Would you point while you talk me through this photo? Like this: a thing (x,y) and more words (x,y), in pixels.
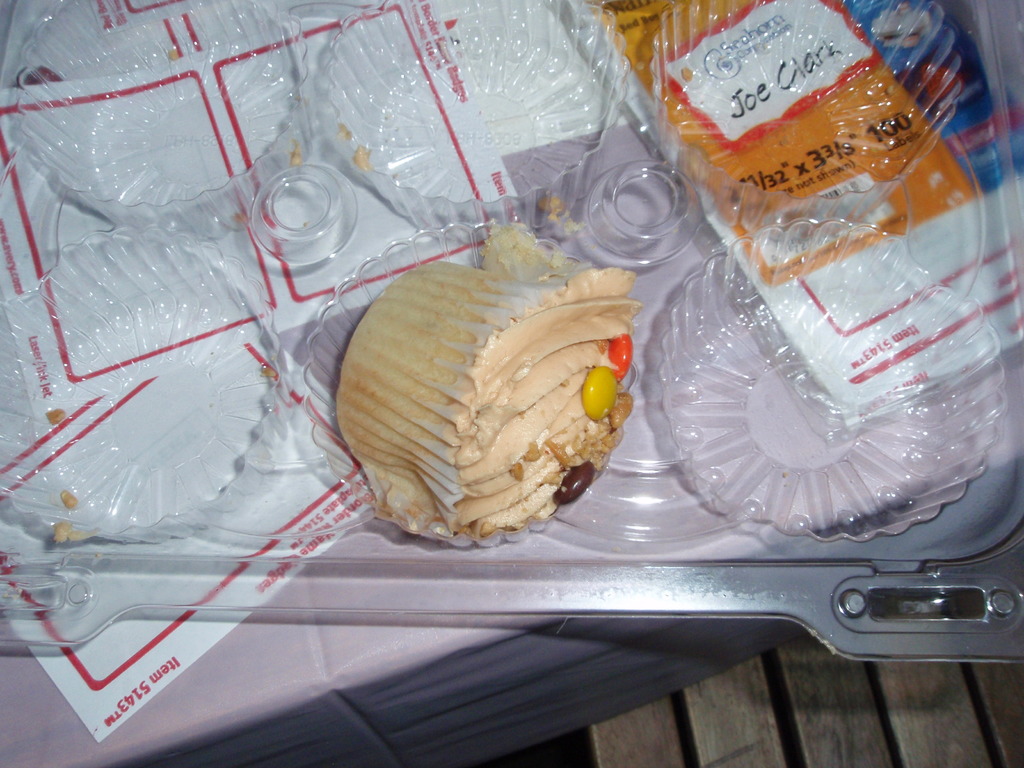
In this image there are papers (196,223) truncated towards the top of the image (215,64), the papers (136,438) are on an object (351,691), there is a wooden object (731,708) truncated towards the bottom of the image (753,708), there is a muffin (471,293), there is a tray (169,49) truncated towards the top of the image (501,50), there is text (335,519) on the papers (467,100).
